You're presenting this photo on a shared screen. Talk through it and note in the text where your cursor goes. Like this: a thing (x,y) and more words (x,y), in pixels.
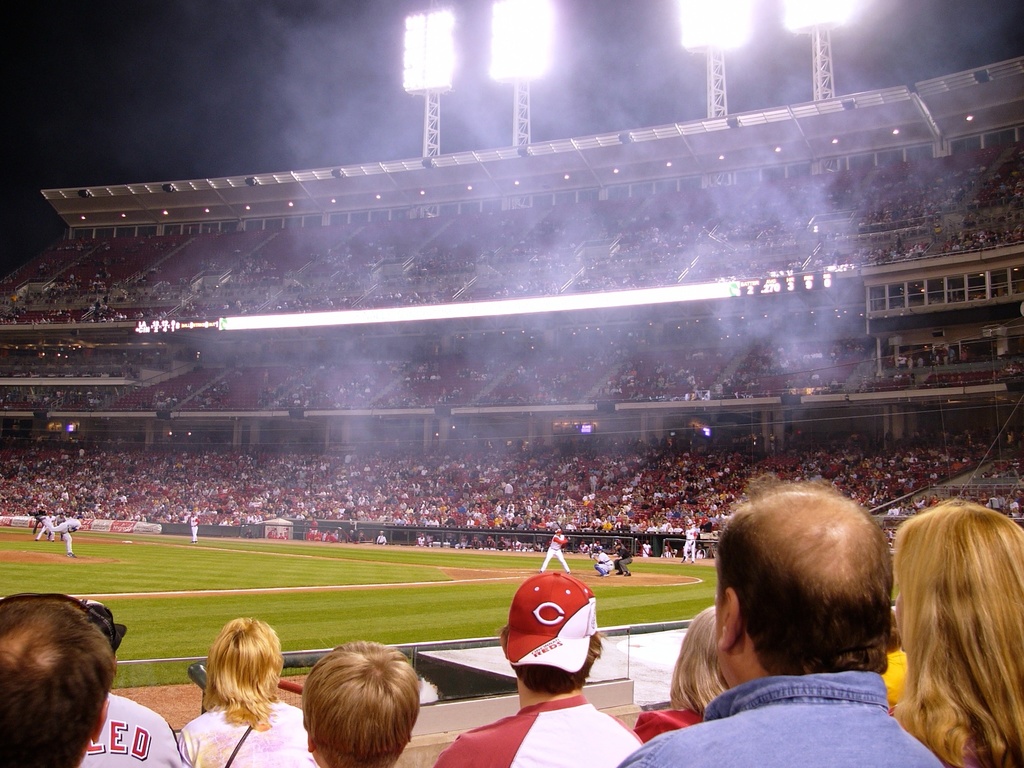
In this picture I can see a stadium (411,289). I can see group of people (31,513), lights (424,11), lighting trusses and some other objects (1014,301), and there is dark background (318,80).
